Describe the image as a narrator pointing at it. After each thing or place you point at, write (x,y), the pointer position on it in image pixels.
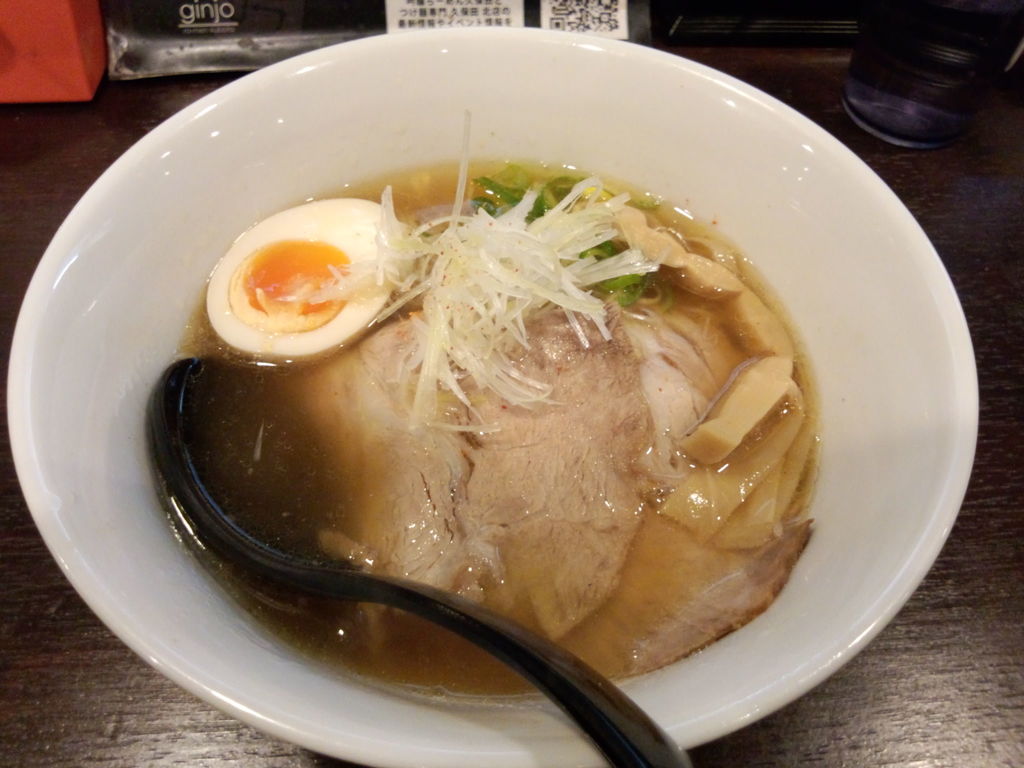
This is a bowl (547,141), which contains soup (662,525), meat (498,479), boiled egg (359,325) and few other ingredients (742,422) added to it. This looks like a serving spoon (517,648). I can see a bowl (401,138), glass (910,83) and few other objects (607,35) placed on the wooden table (871,703).
